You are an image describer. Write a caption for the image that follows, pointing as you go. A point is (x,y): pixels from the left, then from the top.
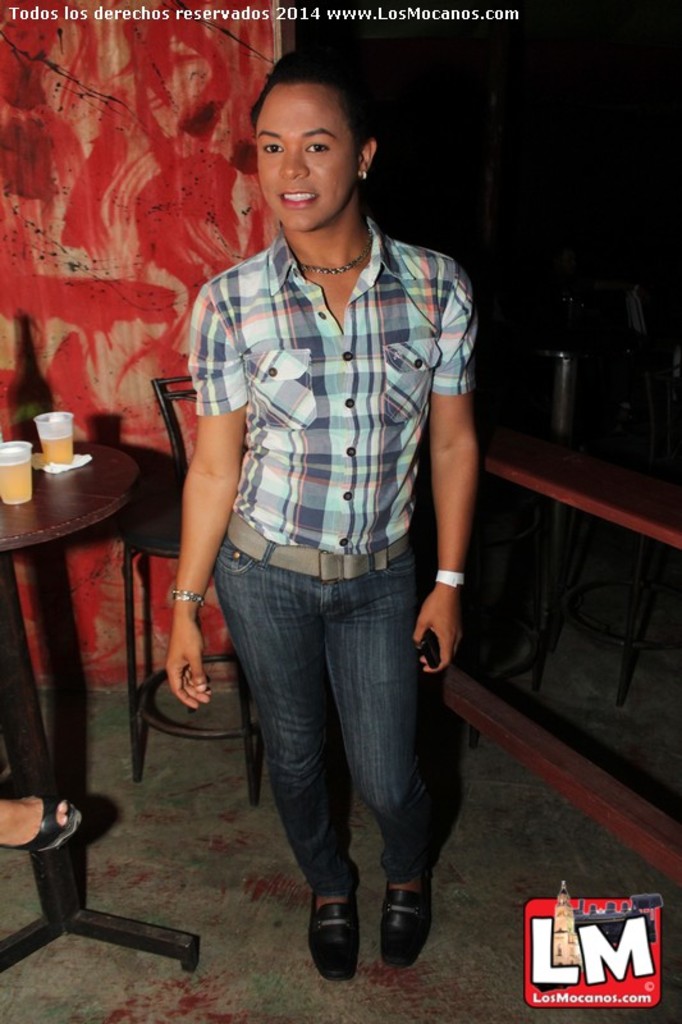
In this picture we can see a lady (334,392) in blue shirt (334,447) and blue jeans (324,650) behind her there is a table (61,504) and a chair (131,599) and on the table (57,489) we have two glasses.
